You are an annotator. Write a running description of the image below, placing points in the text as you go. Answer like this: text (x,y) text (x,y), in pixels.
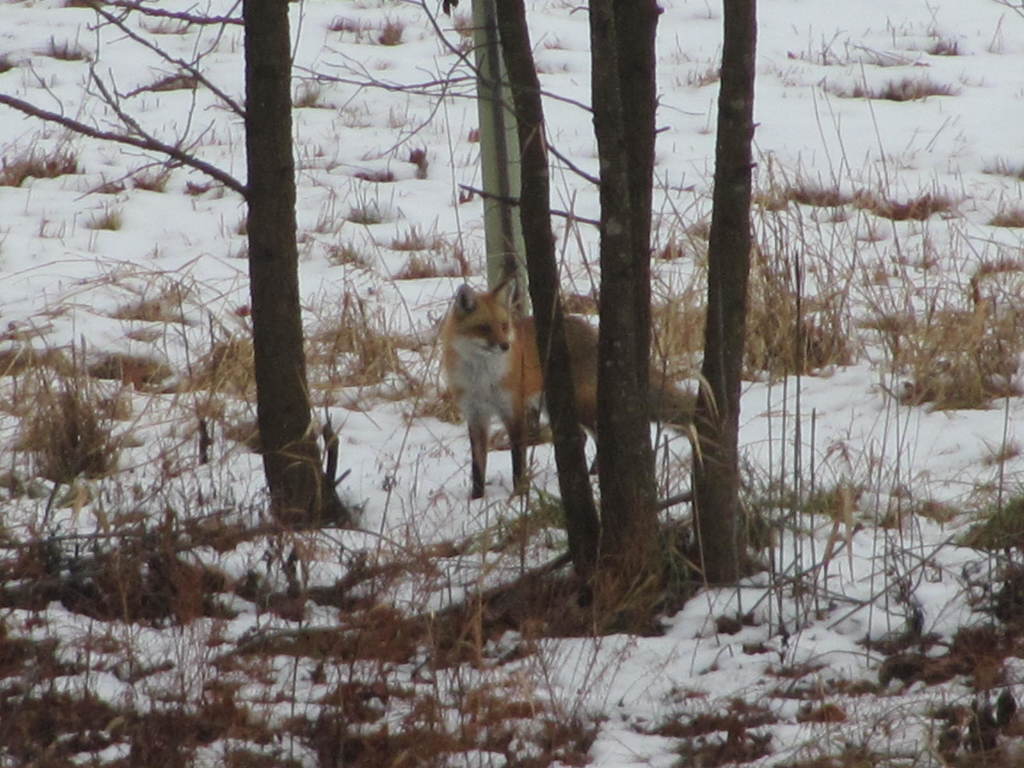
In the foreground (305,590) there are plants (1003,743) and grass (515,528). In the center of the picture (350,349) there are trees (278,362), grass (384,352) and a fox (526,362). In the picture there is snow (824,155) everywhere.
